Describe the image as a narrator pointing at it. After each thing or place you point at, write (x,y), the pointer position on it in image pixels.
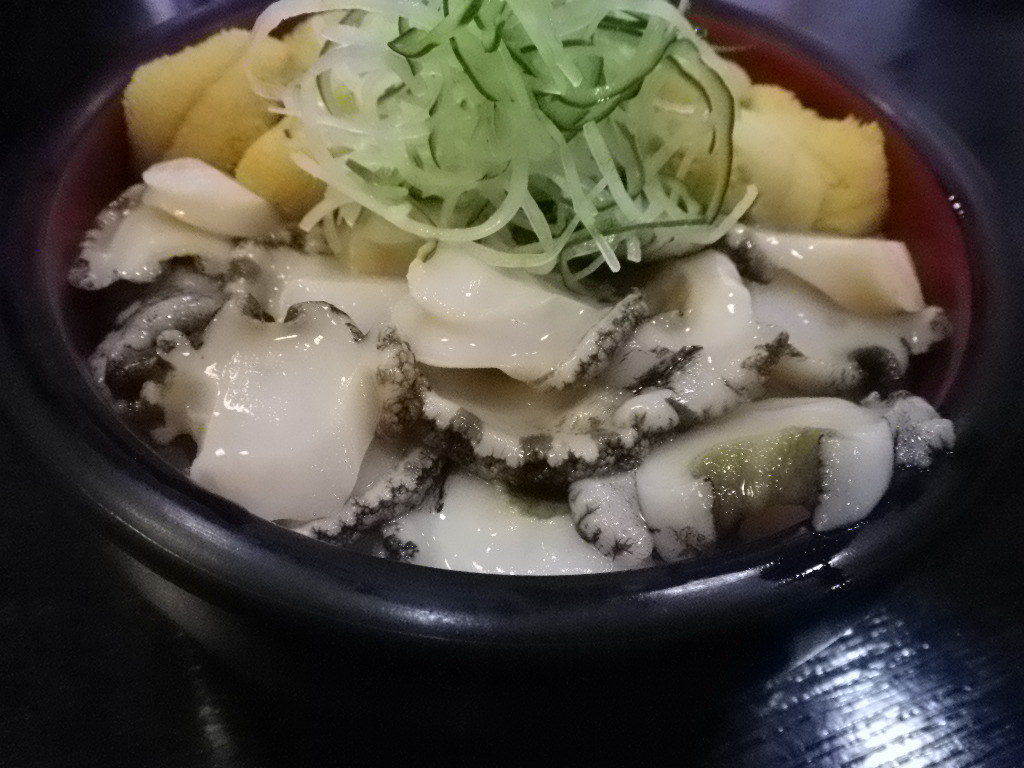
In this image I can see food item (523,361) in a black color bowl (632,690). This bowl (624,573) is on a wooden surface (824,730).
